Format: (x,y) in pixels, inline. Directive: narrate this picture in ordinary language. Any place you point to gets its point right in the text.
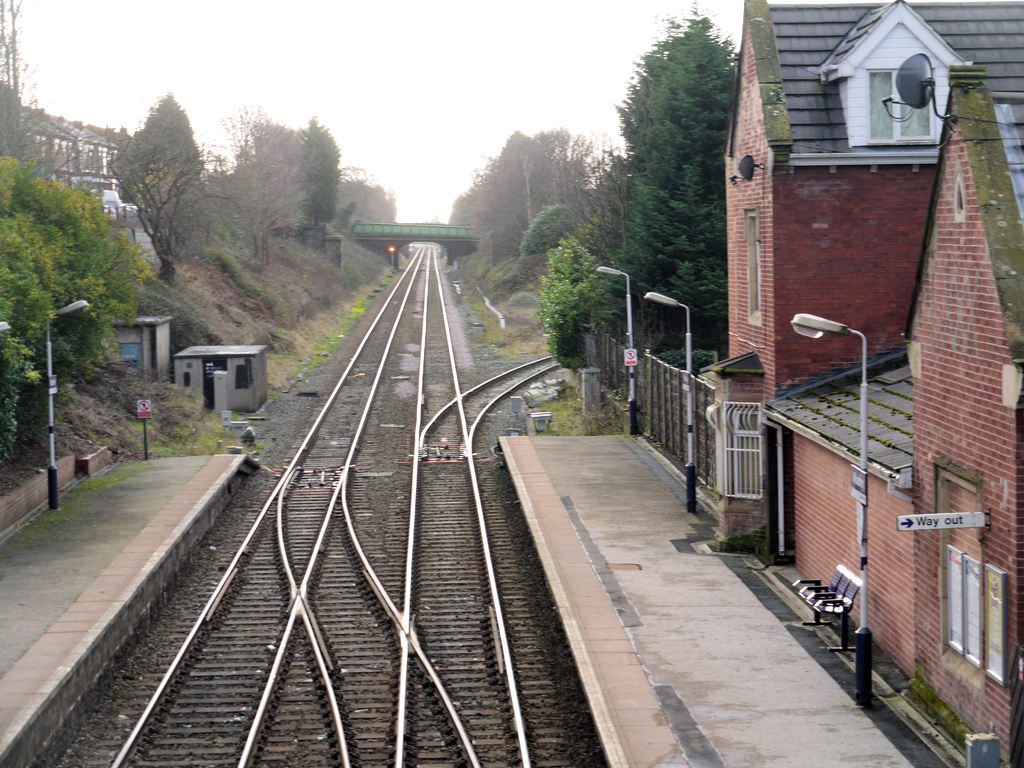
In the center of the image (400,336) we can see railway tracks (413,386) and there is a bridge (398,239). On the right (784,285) there are sheds (882,342) and poles (692,420). In the background (59,203) there are trees (266,157) and sky (395,57). We can see a bench (820,611).
